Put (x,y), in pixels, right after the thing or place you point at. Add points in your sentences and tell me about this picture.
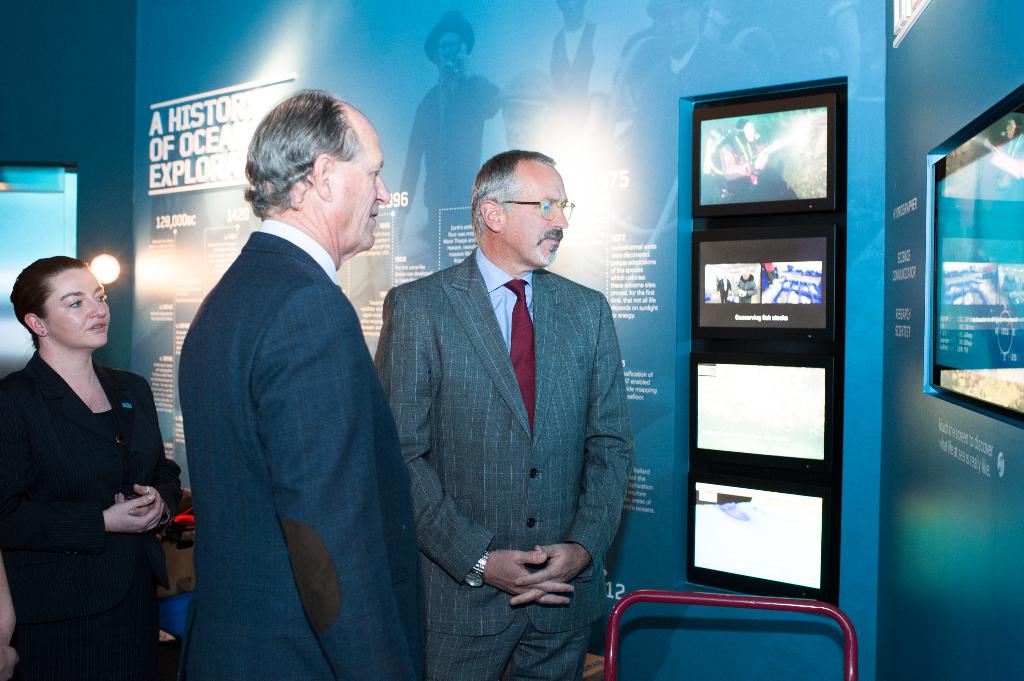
In this image I can see three people (337,444) with different color dresses (409,425). In-front of these people (512,339) I can see many screens (789,430) and boards (890,434). To the left (97,263) I can see the light (111,274).
